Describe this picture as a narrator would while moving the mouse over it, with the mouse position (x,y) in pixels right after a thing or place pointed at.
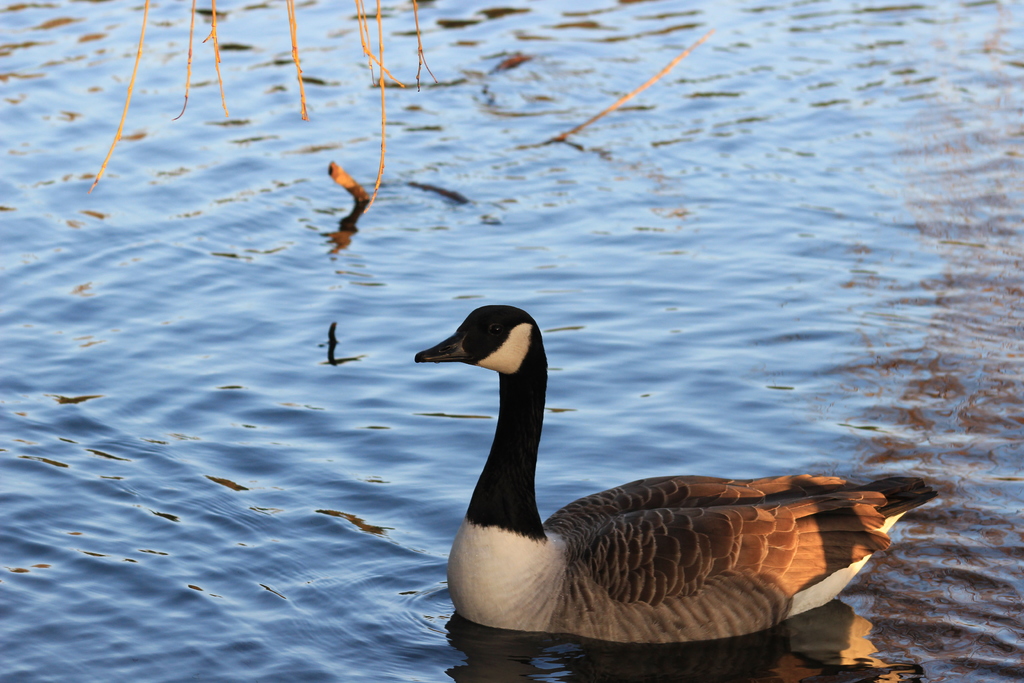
In this picture there is a duck (526,448) at the bottom right (719,594). It is in brown, white and black in color. On the top (193,22) there are sticks (418,83).
